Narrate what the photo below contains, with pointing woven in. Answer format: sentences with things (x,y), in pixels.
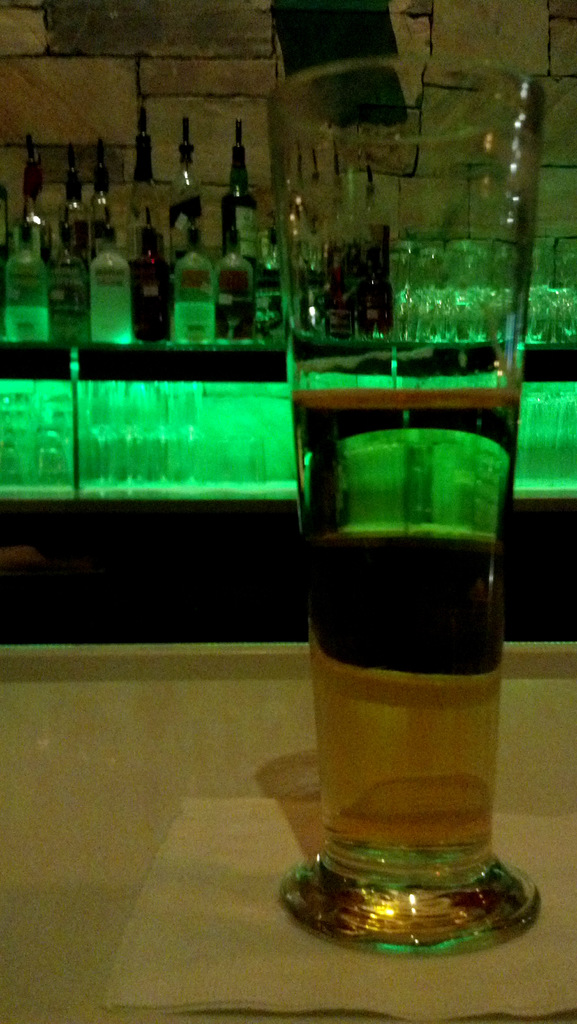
This image has a glass (319,318) kept on tissue (572,891) having some drink (397,739) in it. Back side of image there is a table (41,502) having few bottles (20,318) and glasses (548,294) on it.
